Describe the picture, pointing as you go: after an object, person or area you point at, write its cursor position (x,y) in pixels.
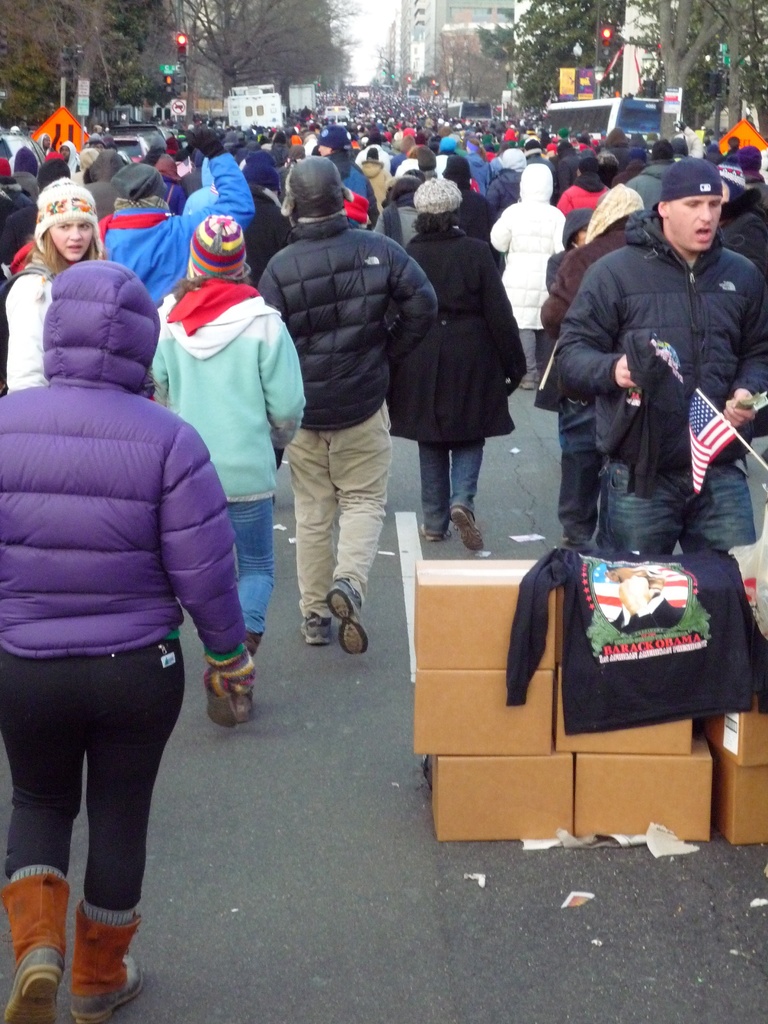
This picture describes about group of people (353,354), few people (360,223) wore caps (315,203), on the right side of the image (559,742) we can find few boxes (557,729), in the background (281,103) we can find few traffic lights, trees (209,60), vehicles (576,109) and buildings (472,49).
